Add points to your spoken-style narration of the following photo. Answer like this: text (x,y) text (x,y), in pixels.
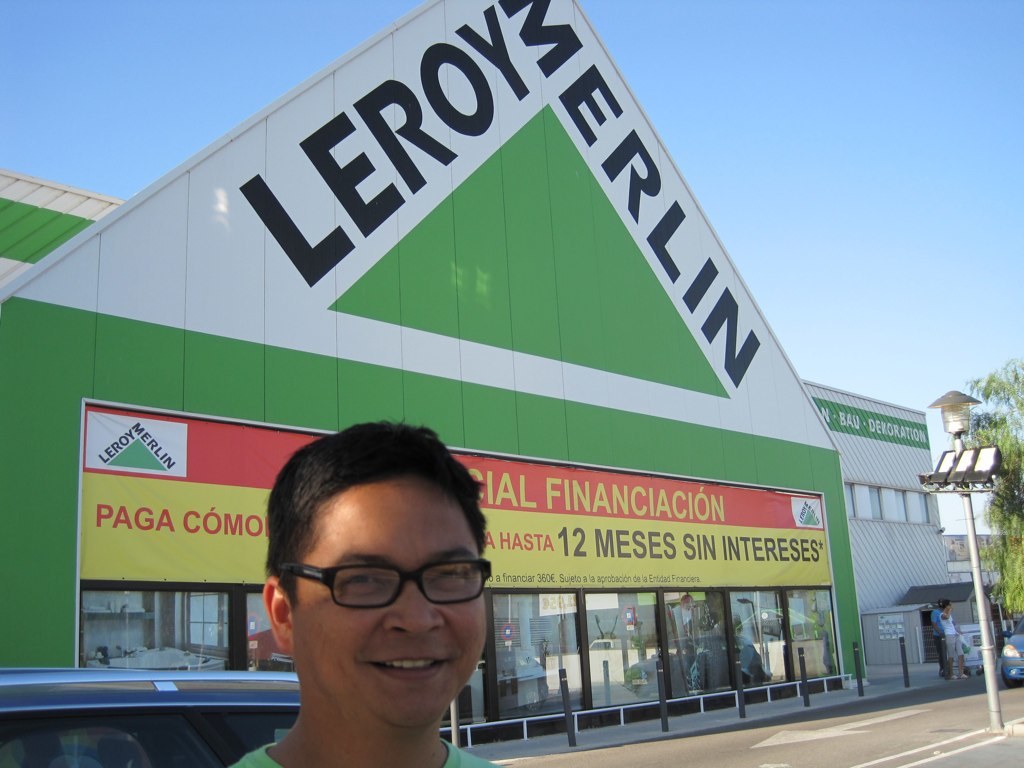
In this image I can see a person (406,632) wearing green colored t shirt (258,753) and black colored spectacles (388,592) is smiling. In the background (908,720) I can see the road (885,725), few vehicles (150,725) on the road (916,722), few persons (952,646) standing on the side walk (749,717), a building (518,361) which is green and white in color, a light pole (978,475), a tree (1000,586) and the sky (782,101).
